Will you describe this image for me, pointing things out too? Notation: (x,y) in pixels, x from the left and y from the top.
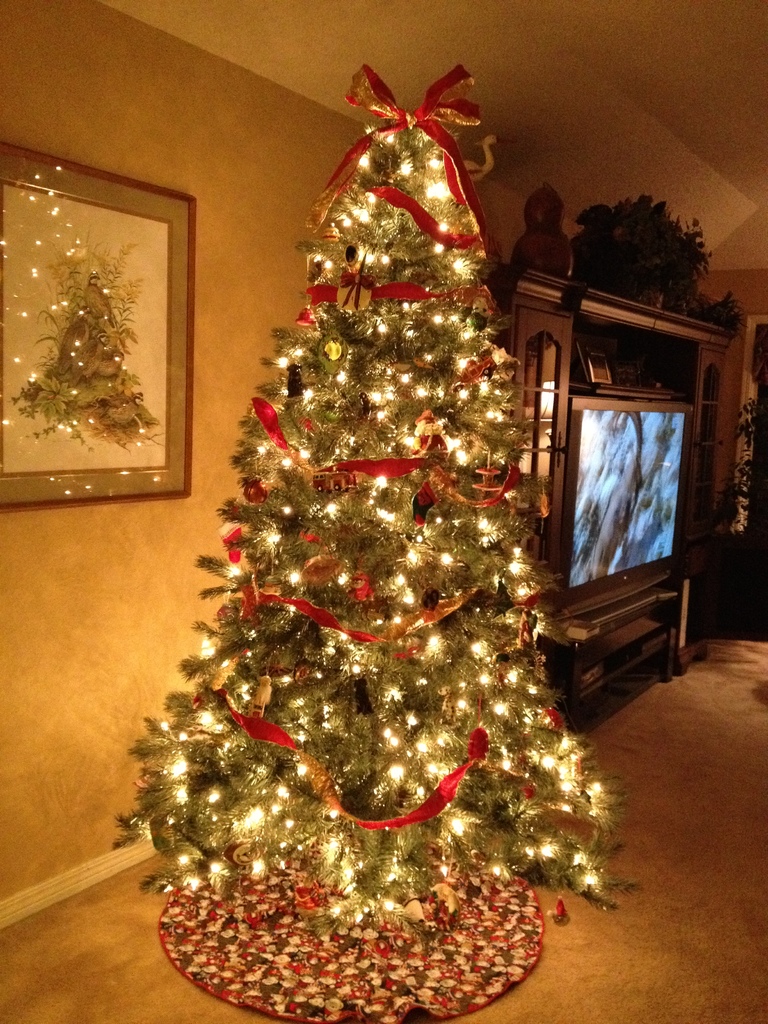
In the middle of the image (437,661) we can see a christmas tree (421,626) and lights (397,617), on the left side of the image (143,307) we can see a frame (155,383) on the wall (206,488), in the background (603,552) we can see a television (615,439) and few plants (681,238).
